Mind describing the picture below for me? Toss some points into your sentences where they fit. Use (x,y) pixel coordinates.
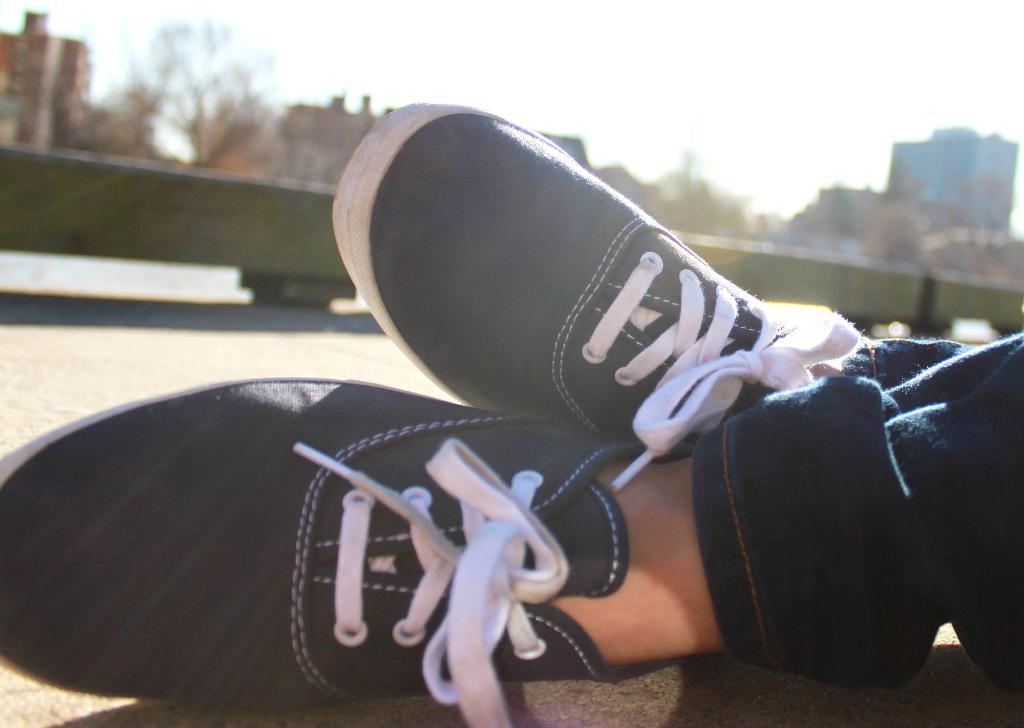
In front of the picture, we see a person (621,519) is wearing the blue jeans (716,485) and the blue and white shoes (329,514). Behind that, we see the railing (267,265) in green color. There are trees (660,215) and buildings (311,140) in the background (911,203). At the top (779,109), we see the sky (672,104). This picture is blurred in the background (709,243).
